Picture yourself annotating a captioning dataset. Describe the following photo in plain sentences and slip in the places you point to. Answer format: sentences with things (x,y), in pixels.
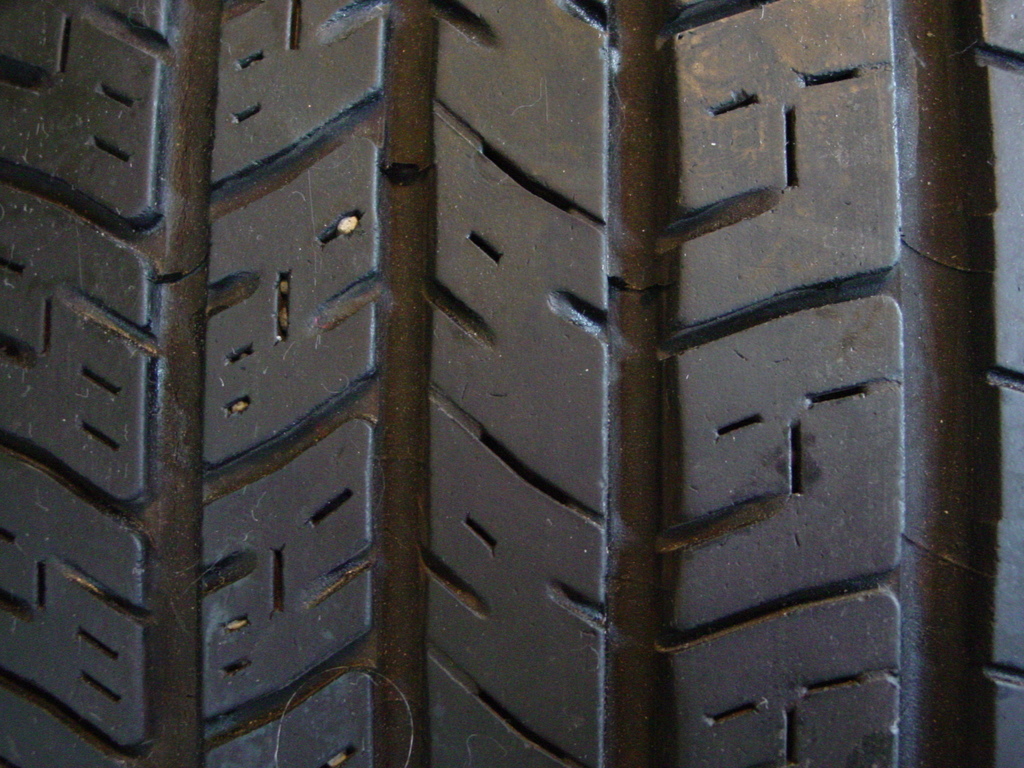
In this image I can see a black designed object (652,511).
